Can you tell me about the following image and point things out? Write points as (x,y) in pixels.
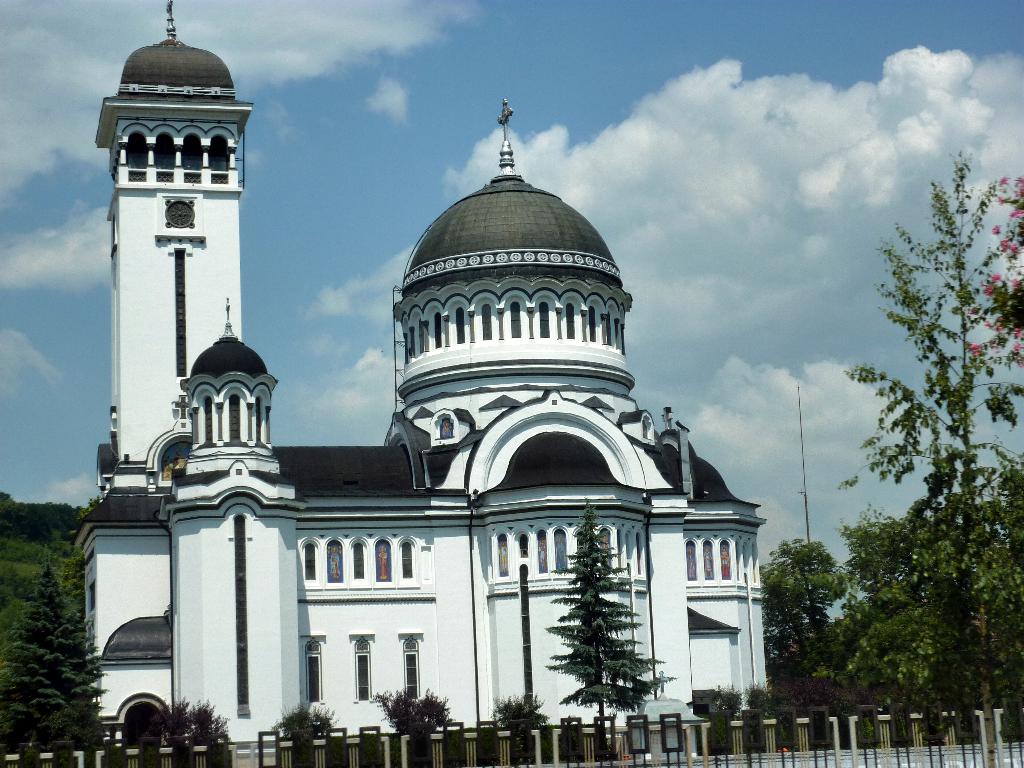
We can see fence (810,767), trees (860,688), plants (803,697) and building (505,614). In the background (741,408) we can see pole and sky (609,141) with clouds (333,287).
